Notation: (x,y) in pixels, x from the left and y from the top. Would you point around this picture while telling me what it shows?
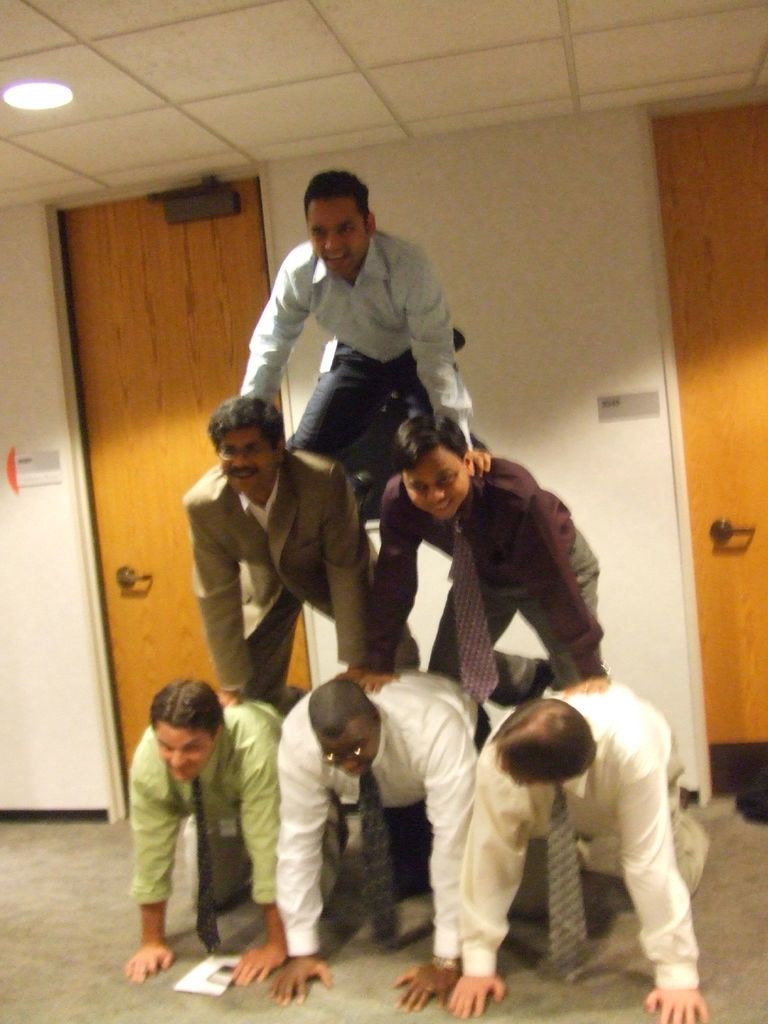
In this image I can see the human pyramid (325,540). In the background (725,278) there are two doors (183,271) to the wall (561,258). On the left side (41,108) there is a light (39,95) attached to the roof (239,23).
